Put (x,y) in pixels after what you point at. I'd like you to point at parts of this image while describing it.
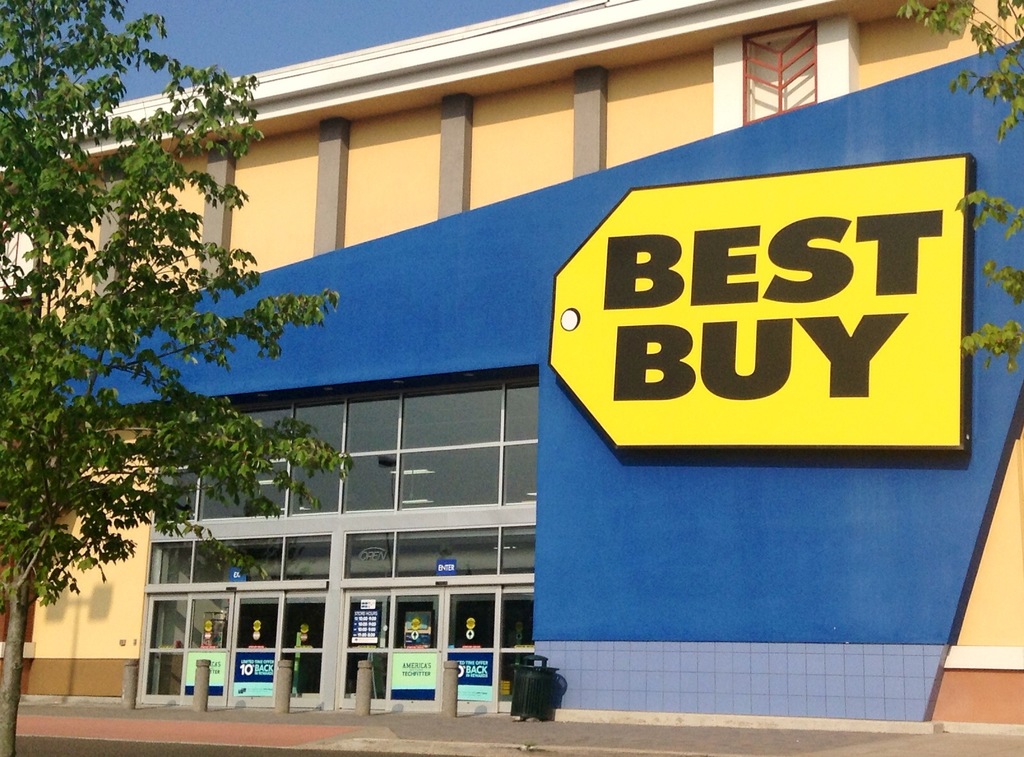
In this image I can see a building (816,47) where best buy is written on it. I can also see number of trees (3,307) outside of it. Here I can see the door (270,683).
